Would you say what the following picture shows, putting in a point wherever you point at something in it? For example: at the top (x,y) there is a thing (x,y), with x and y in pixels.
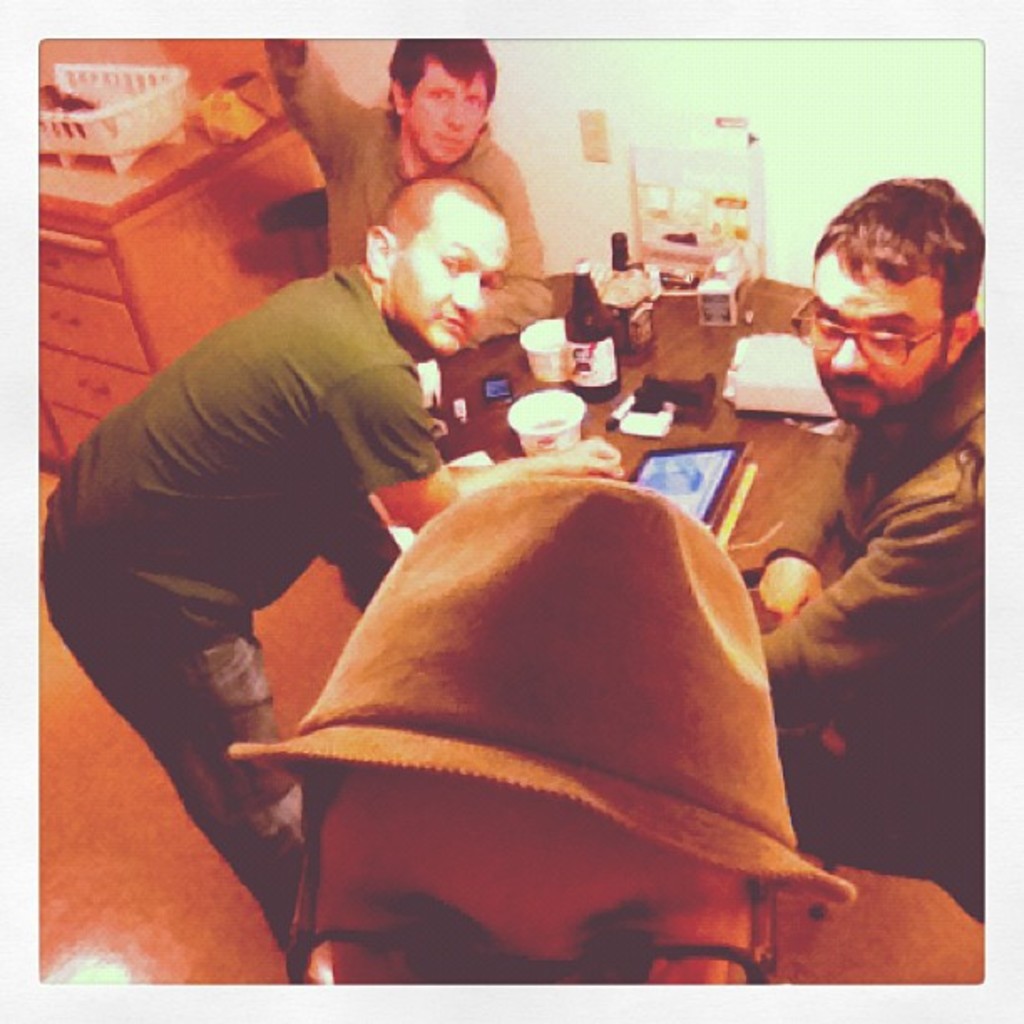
This picture shows four people (926,325) where two are standing and two are seated and we see a bottle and two cups (578,406) on the table (496,439).
